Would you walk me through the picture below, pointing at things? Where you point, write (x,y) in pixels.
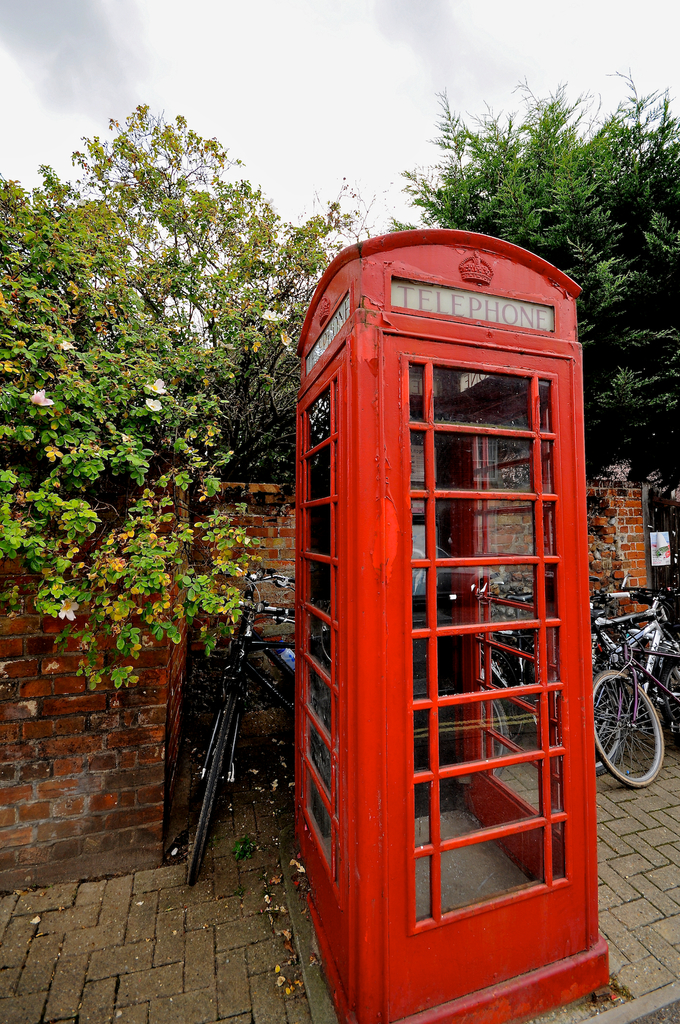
There is a telephone booth (510,499). Here we can see bicycles (518,671), trees (223,527), and a wall (3,729). In the background (459,53) there is sky (410,77).
